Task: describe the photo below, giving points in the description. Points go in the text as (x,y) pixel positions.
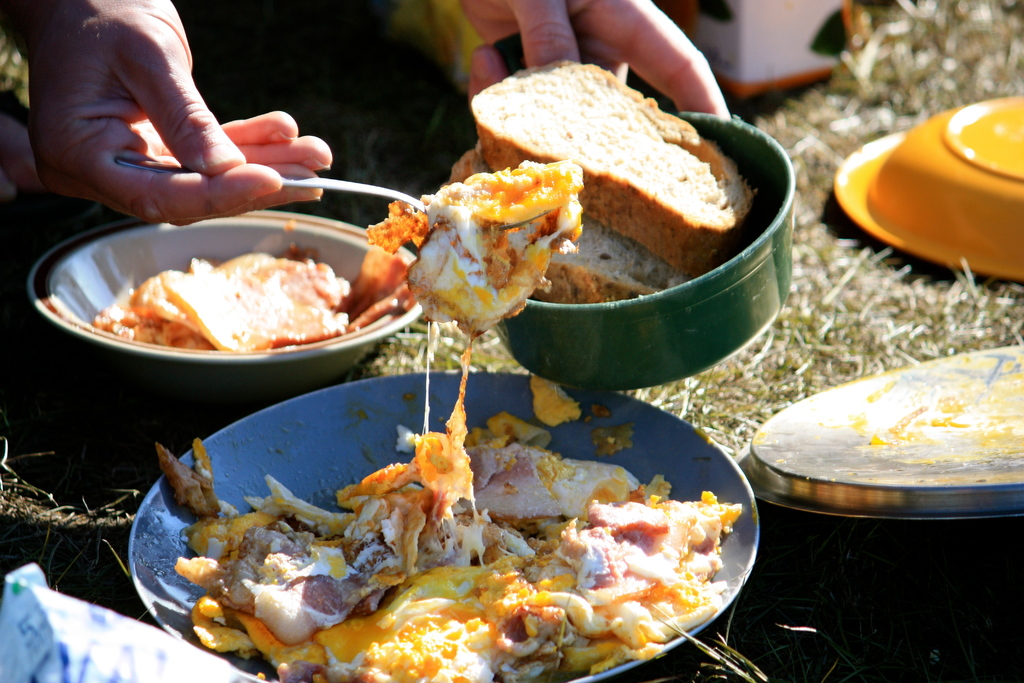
In this picture we can see a person (566,12) holding a bowl (768,218) and a spoon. We can see the food (599,202) in the bowls (753,204) and in a plate (267,454). On the right side of the picture (1009,119) we can see the grass (1014,90), plate (1001,220), a lid (1008,133) and an object (730,23). In the bottom left corner of the picture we can see a cover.
